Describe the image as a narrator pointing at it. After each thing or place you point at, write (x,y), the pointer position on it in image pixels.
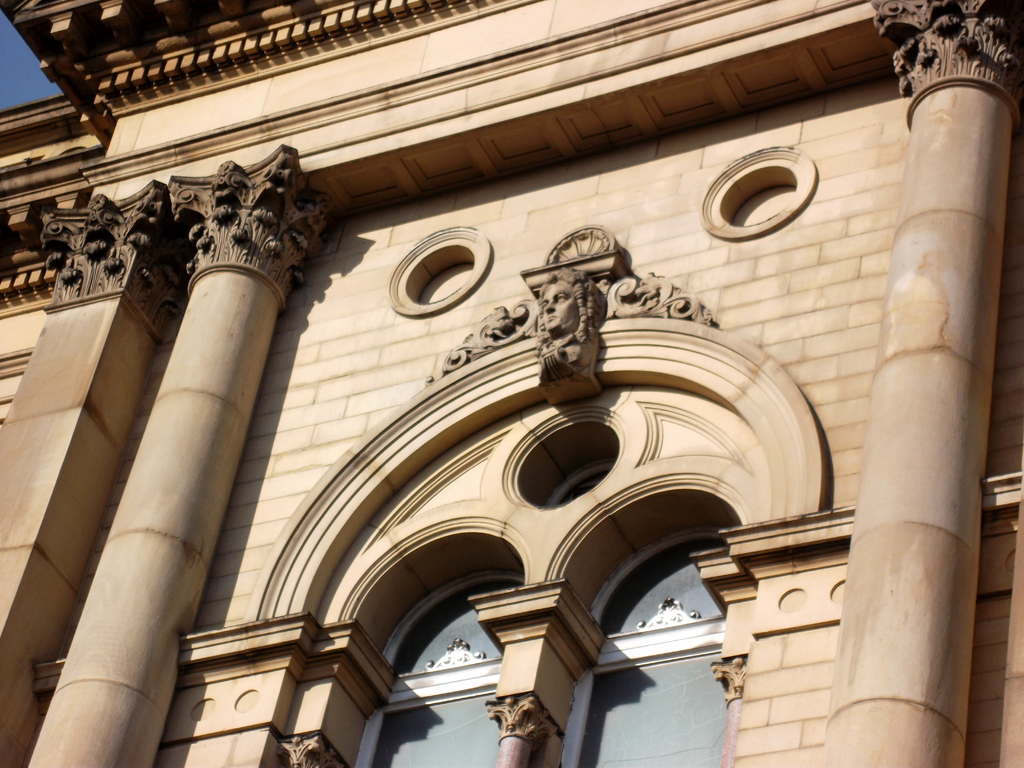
In the picture we can see a historical building (842,367) with some sculpture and two pillars (836,684) to it and in the background (18,96) we can see some part of the sky (31,95).
